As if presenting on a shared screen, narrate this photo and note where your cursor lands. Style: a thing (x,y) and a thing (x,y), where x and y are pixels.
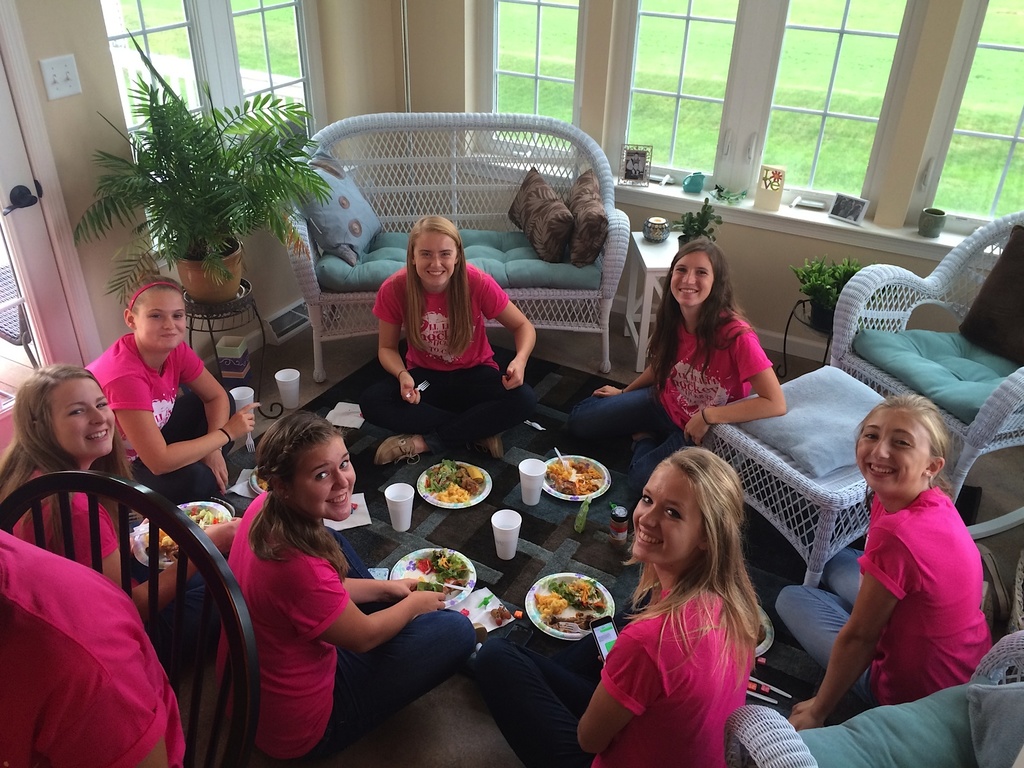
On the background (339,12) we can see a wall (116,233). through window glasses (663,59) we can see fresh green grass (795,72). here on the desk (891,227) we can see photo frames (838,213) and a pot (940,208). House plants (817,274) on stands (677,244). We can see sofas (840,306) with beds (902,352) and cushions (952,367). We can see all the persons (180,346) sitting on the floor (479,551) and smiling. On the carpet (543,502) we can see glasses (517,520), plate (445,505) of food (442,482).
